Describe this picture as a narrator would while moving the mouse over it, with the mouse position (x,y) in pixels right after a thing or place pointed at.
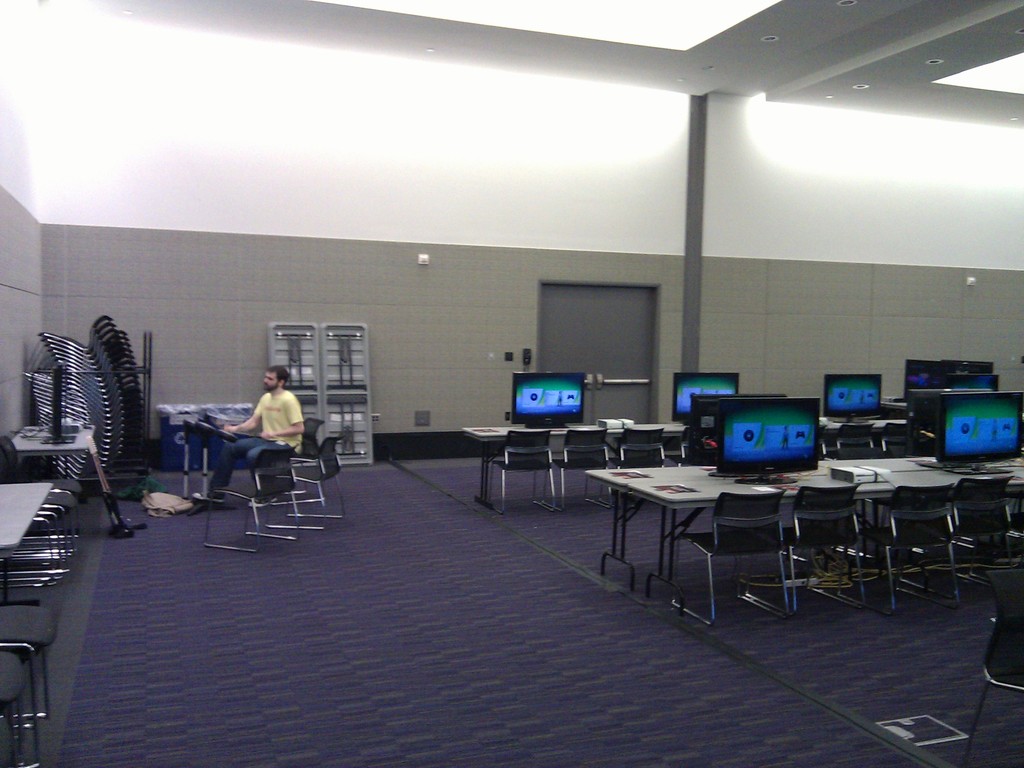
In this image I can see a table (675,520), chair (726,544), system (760,447) and the man (260,447) is sitting on the chair (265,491).
